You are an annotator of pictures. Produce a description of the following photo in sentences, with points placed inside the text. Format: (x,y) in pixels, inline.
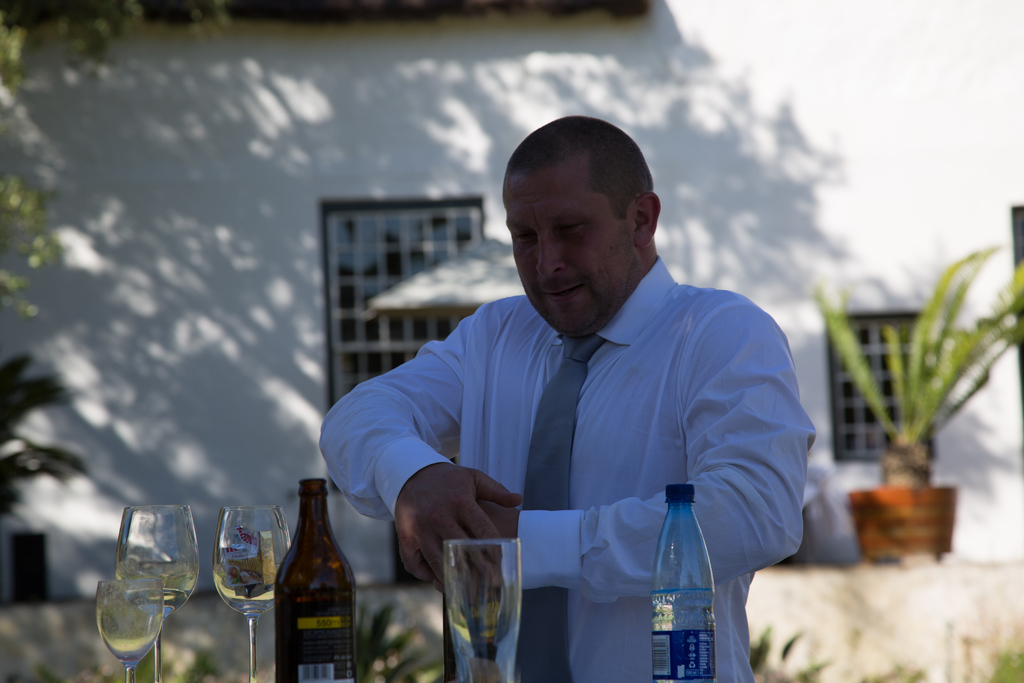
In this picture there is a white shirt guy (391,382) holding a glass bottle (453,657) which is kept on the table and few glasses (135,625) and water bottle (689,606) kept on it. In the background (290,120) we observe a house (296,171) with glass windows (464,293) and plants (934,399).
